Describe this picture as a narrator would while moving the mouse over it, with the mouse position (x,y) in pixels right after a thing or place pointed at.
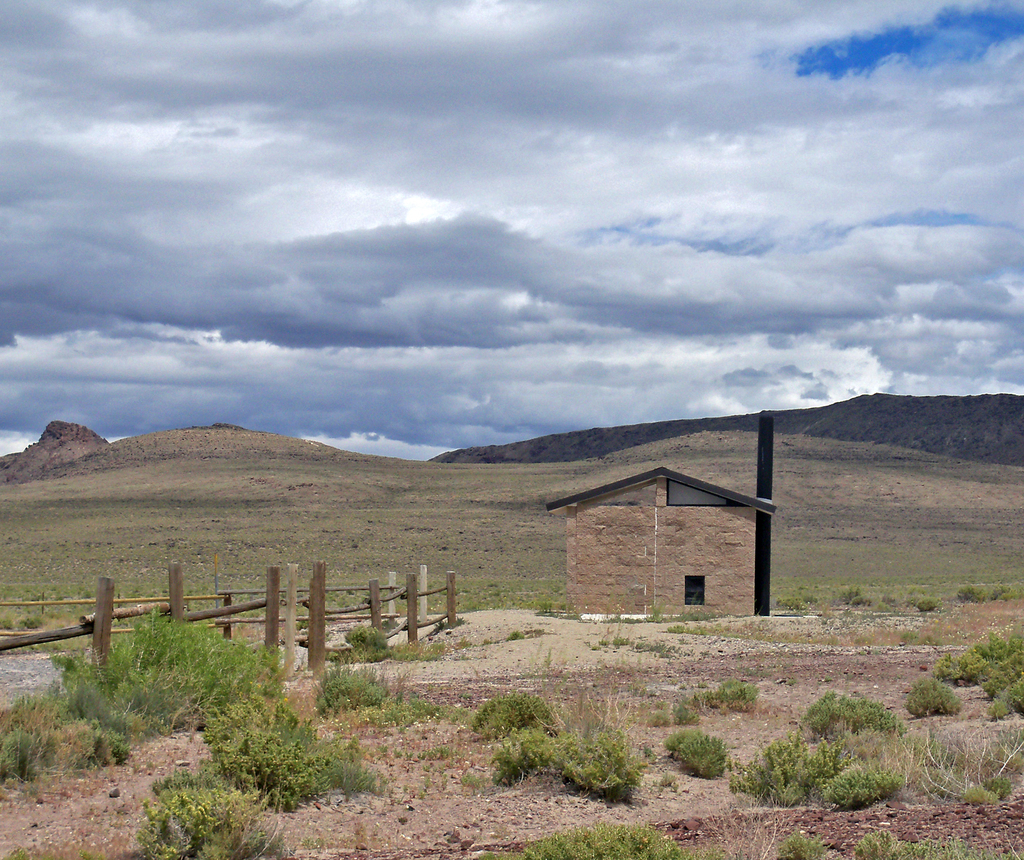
At the bottom of the image (213,663) there are plants (137,714). There is wooden fencing (268,605). There is a house (682,521). In the background of the image (283,458) there are mountains (278,441), sky (295,225) and clouds (436,226).
